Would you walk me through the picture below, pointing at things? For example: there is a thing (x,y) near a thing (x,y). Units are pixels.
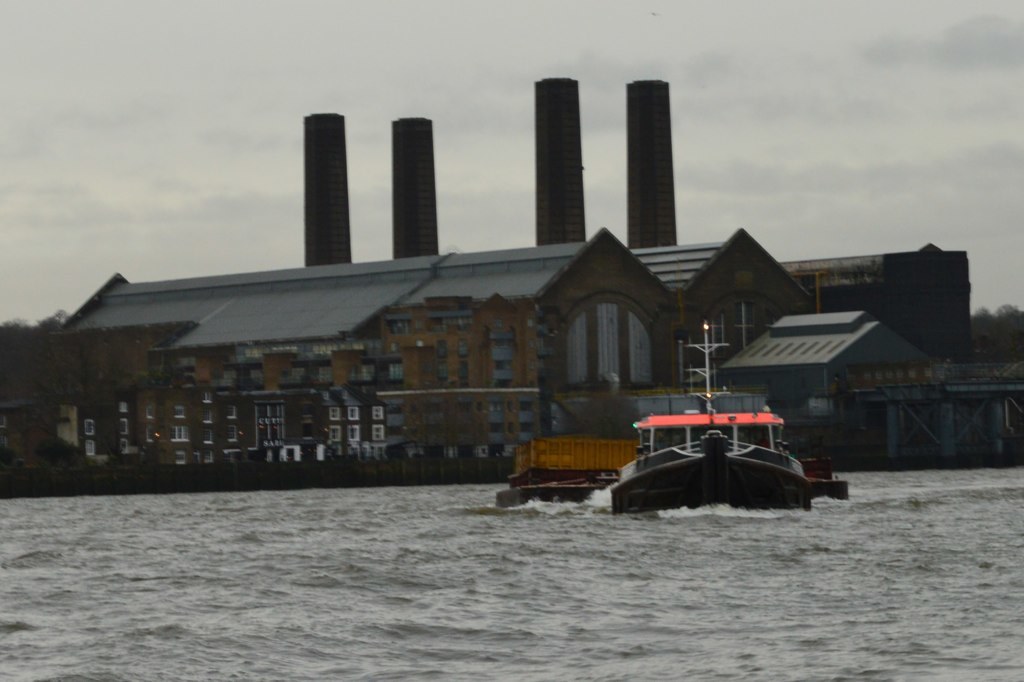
There is a boat (690,466) on the water (572,567). In the back (481,337) there are buildings (379,336) with windows (605,349). In the background (322,106) there is sky (848,105).
